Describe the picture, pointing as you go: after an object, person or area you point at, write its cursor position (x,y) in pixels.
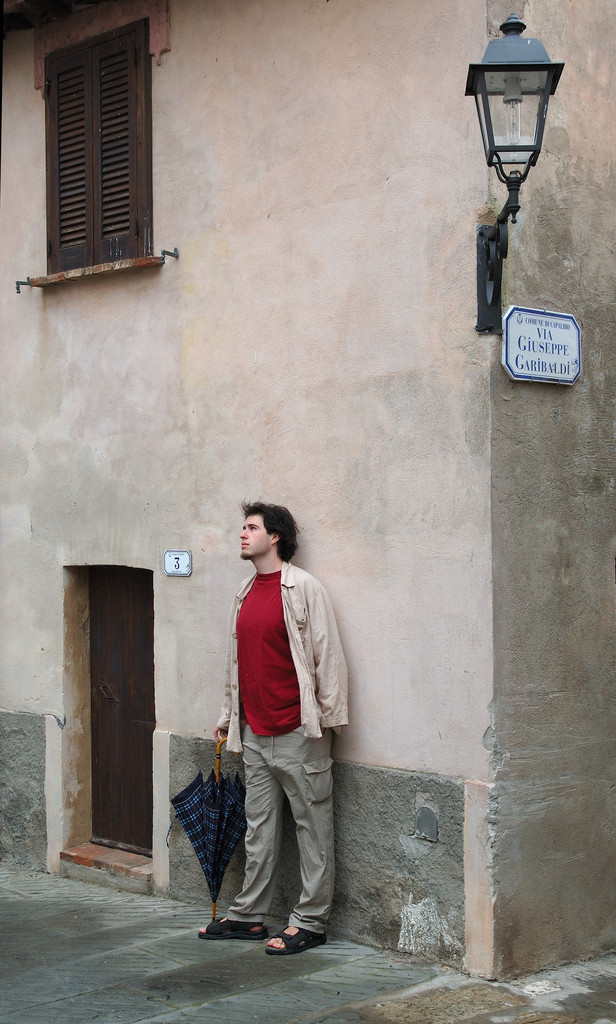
In this image I can see the person (257,802) with the dress (255,857) and an umbrella (205,835). In the background (206,532) I can see the building (188,418) with window (56,164), light (492,144) and the boards (538,372).
